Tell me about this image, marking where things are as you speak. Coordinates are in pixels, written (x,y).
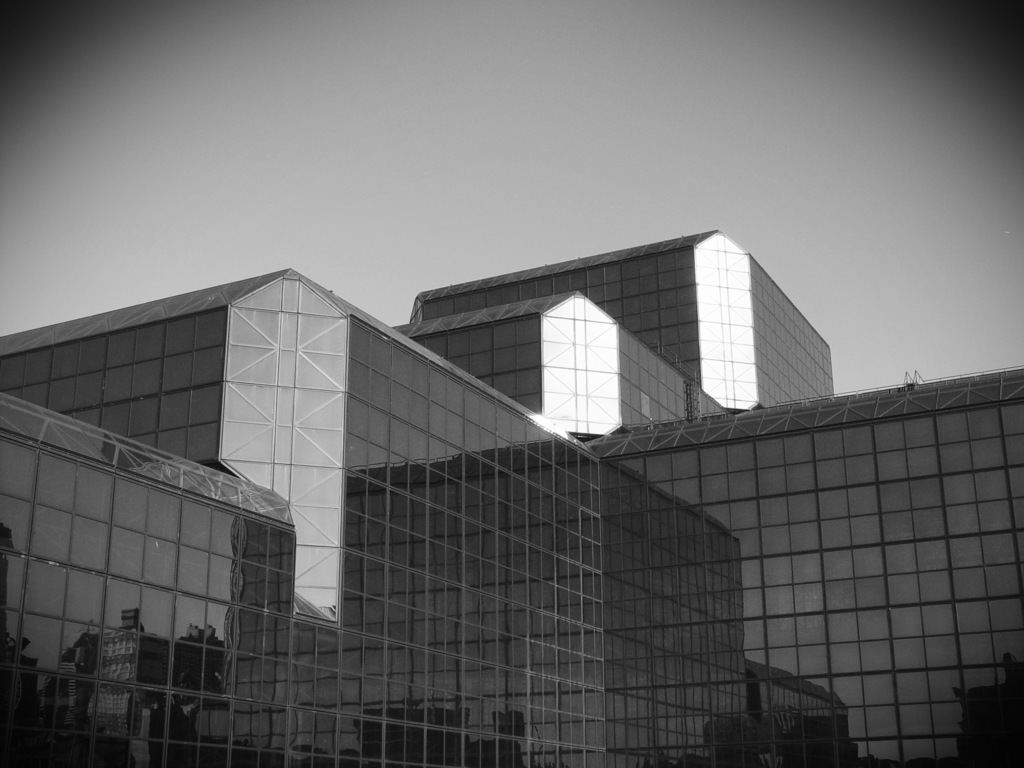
This is a black and white image. In this we can see a building (498,546). In the background (719,111) there is a sky (415,124).
